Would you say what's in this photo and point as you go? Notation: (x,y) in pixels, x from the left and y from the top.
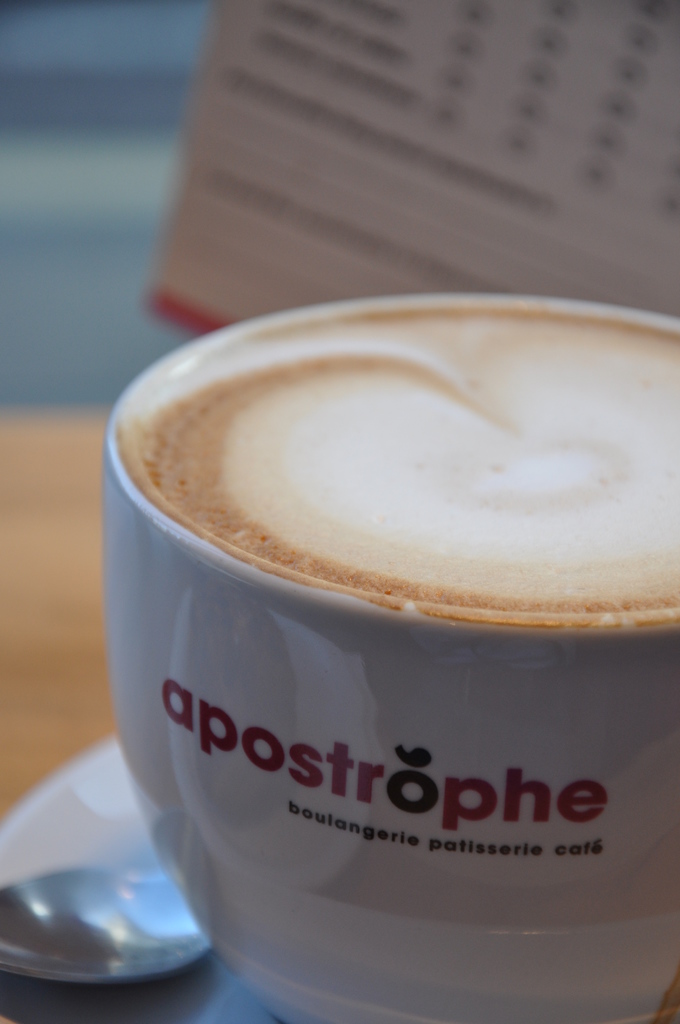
Here we can see coffee (285,482) in a cup (247,872), spoon (150,945) are on a saucer (118,767) on a platform (8,506). In the background (443,212) the image is blur but we can see an object (381,191).
